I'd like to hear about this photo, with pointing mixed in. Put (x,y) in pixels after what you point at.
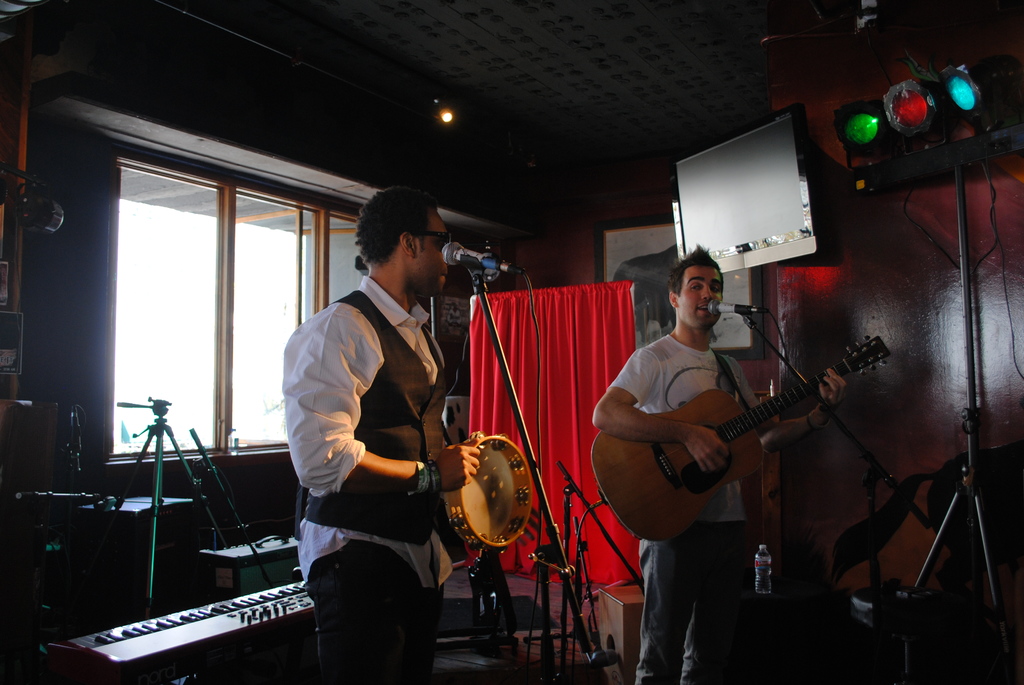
In this picture there are two musicians (660,365) among them one of them is playing a guitar (618,448) and another guy (468,473) is playing a tambourine (489,481) with mics (722,306) placed in front of them. In the background (579,395) we observe few musical instruments (261,548), curtain (562,401), glass window (295,306) and there are LED lights (858,118) to the right side of the image (926,102).
